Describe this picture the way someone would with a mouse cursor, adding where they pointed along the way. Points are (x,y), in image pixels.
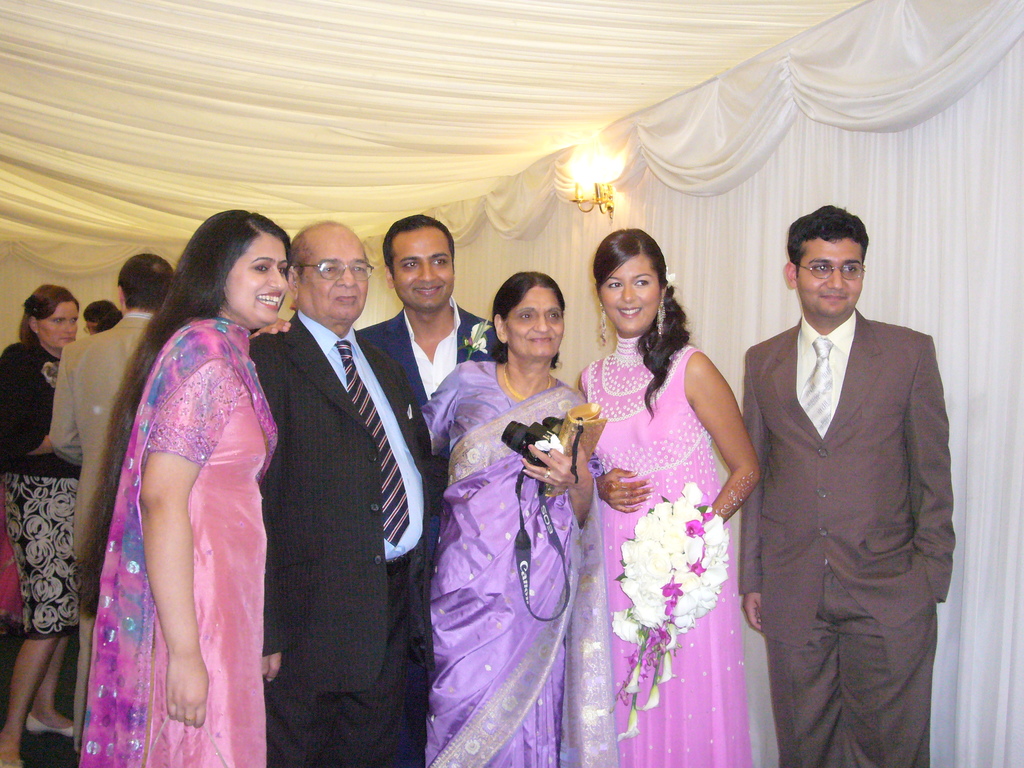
In this picture we can see two people (632,405) holding objects (562,419) in their hands (629,484). We can see a few people (541,362) standing. There is light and curtains (687,188).
